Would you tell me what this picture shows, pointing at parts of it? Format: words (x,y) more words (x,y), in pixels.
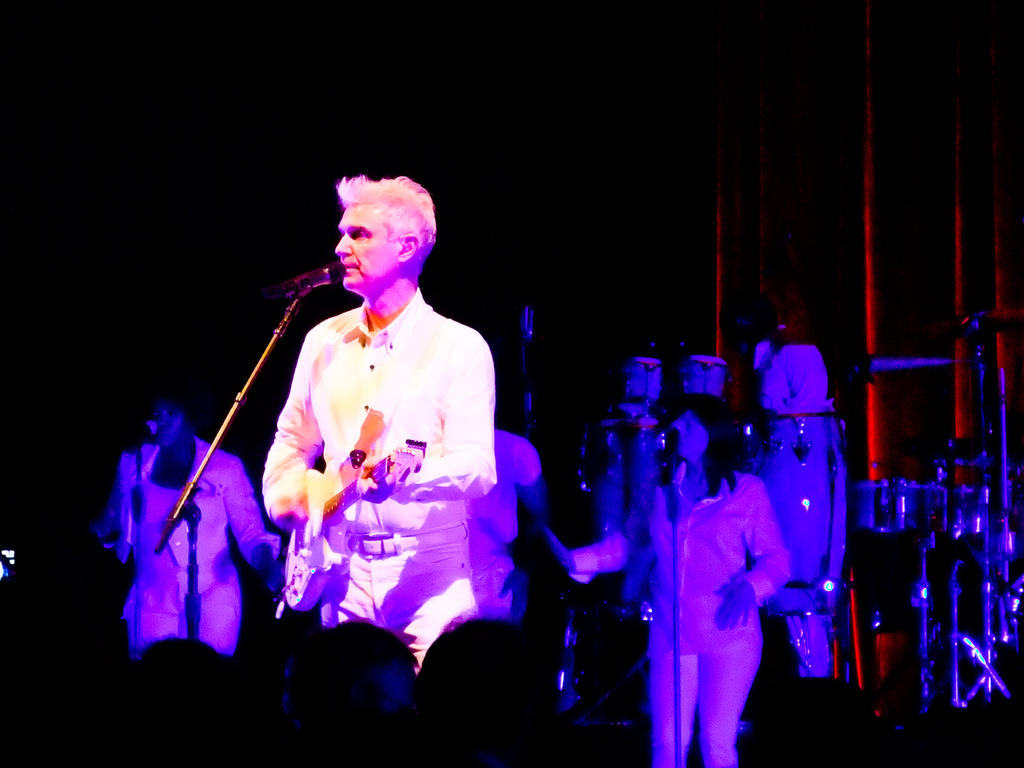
In the image we can see few persons (334,452) were standing and holding guitar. In front of them there is a microphone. In the background (634,227) we can see wall (924,198) and few musical instruments (813,427).
